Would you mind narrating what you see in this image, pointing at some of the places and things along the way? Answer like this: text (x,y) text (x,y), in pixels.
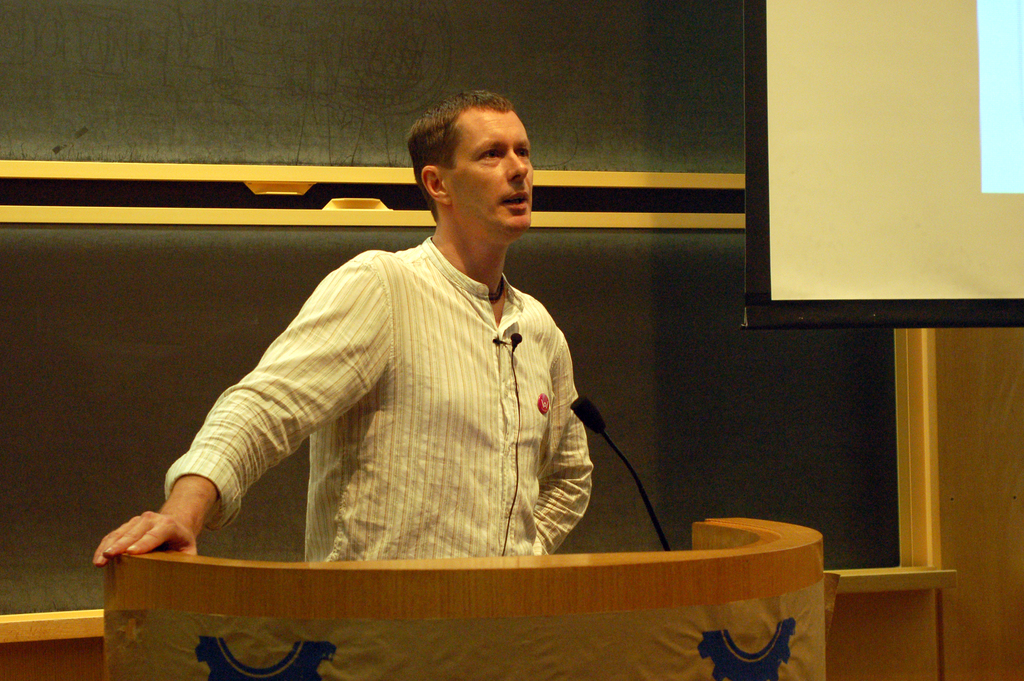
In this picture we can see a man (489,505) is standing behind the podium (463,653) and on the podium (610,663) there is a microphone (599,426) with stand (636,472). On the right side of the person (453,395) there is a projector screen (822,286). Behind the person (452,332) there is a wall (959,460).
